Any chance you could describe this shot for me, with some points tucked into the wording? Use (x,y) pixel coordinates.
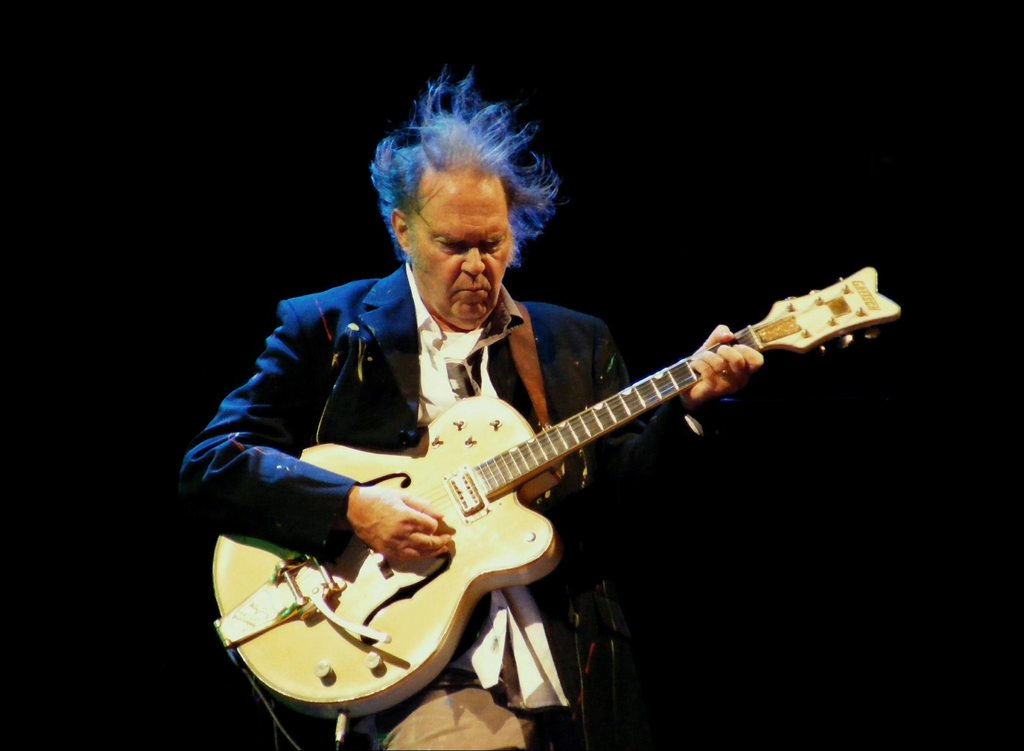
In the center of the image (354,451) we can see a person (546,383) holding guitar (480,536) in his hands (407,549).
